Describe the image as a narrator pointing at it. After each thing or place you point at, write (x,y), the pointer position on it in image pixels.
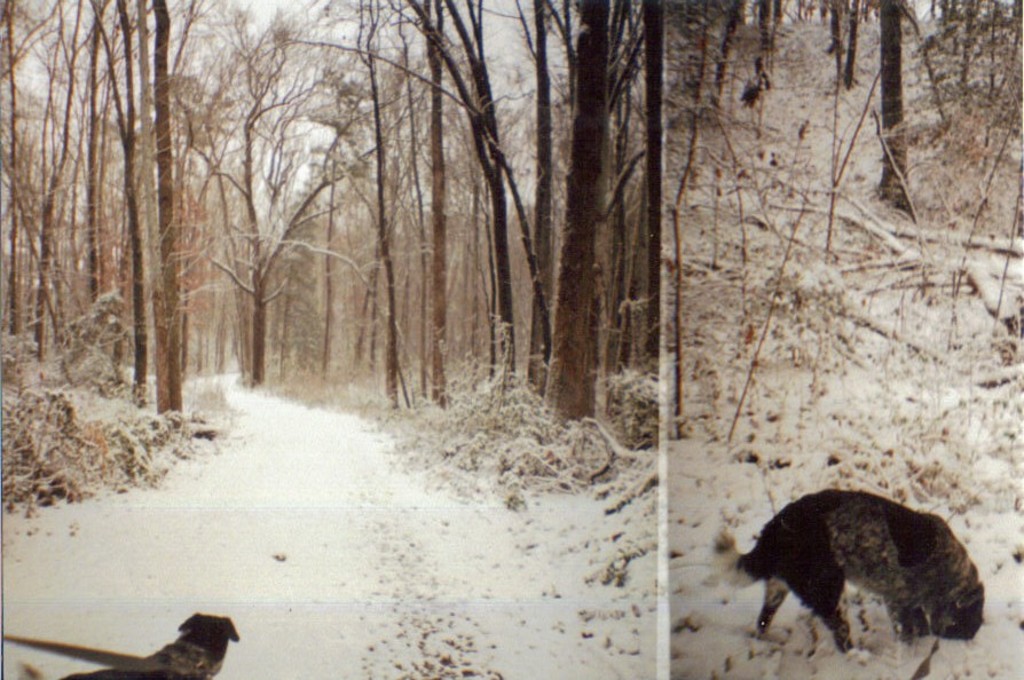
This is a collage picture. Here we can a dog (915,602). This is snow (704,480). In the background (569,391) there are trees (468,148) and sky (516,10).
